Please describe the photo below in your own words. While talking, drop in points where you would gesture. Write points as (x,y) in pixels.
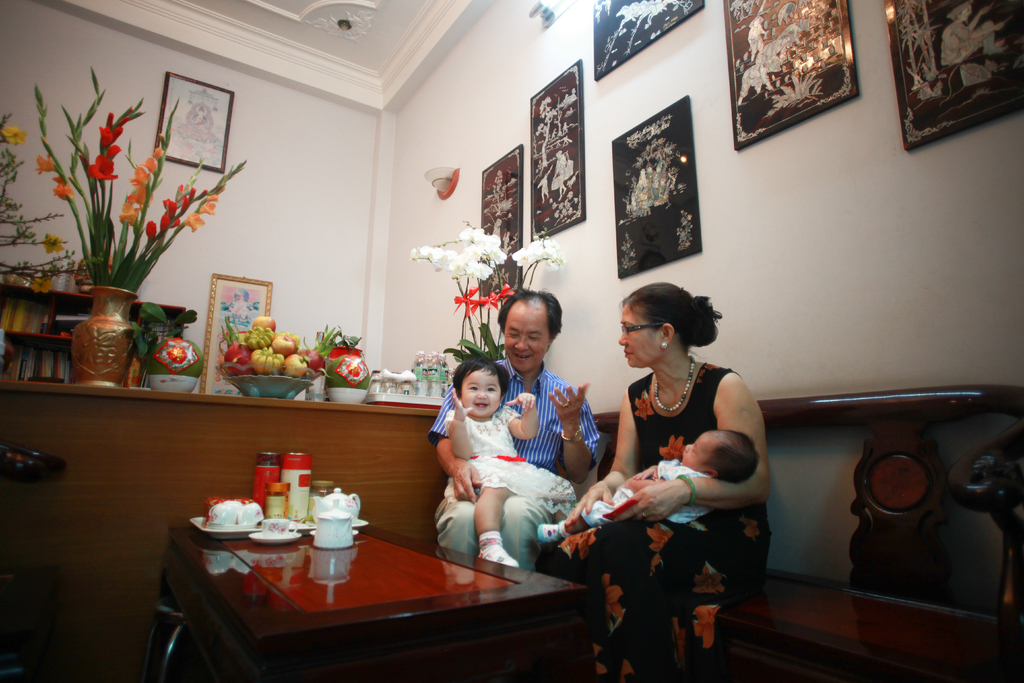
In this image there are 4 persons (650,428) sitting on the chair (606,463). A girl (504,437) is sitting on the men's lap (469,526), a child (732,466) is lying on the women's lap (678,535). There is a table (545,588) in front of them, on the table (409,561) there are jars (335,514), saucers (306,527), cups (237,505) and cans (286,482). Behind the table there is a desk (210,428), on the desk (335,404) there are some fruits (239,359), plants (137,336), flowers vases (126,326) etc. To the right side (804,156) there is a wall (861,187) full of frames (844,8).
